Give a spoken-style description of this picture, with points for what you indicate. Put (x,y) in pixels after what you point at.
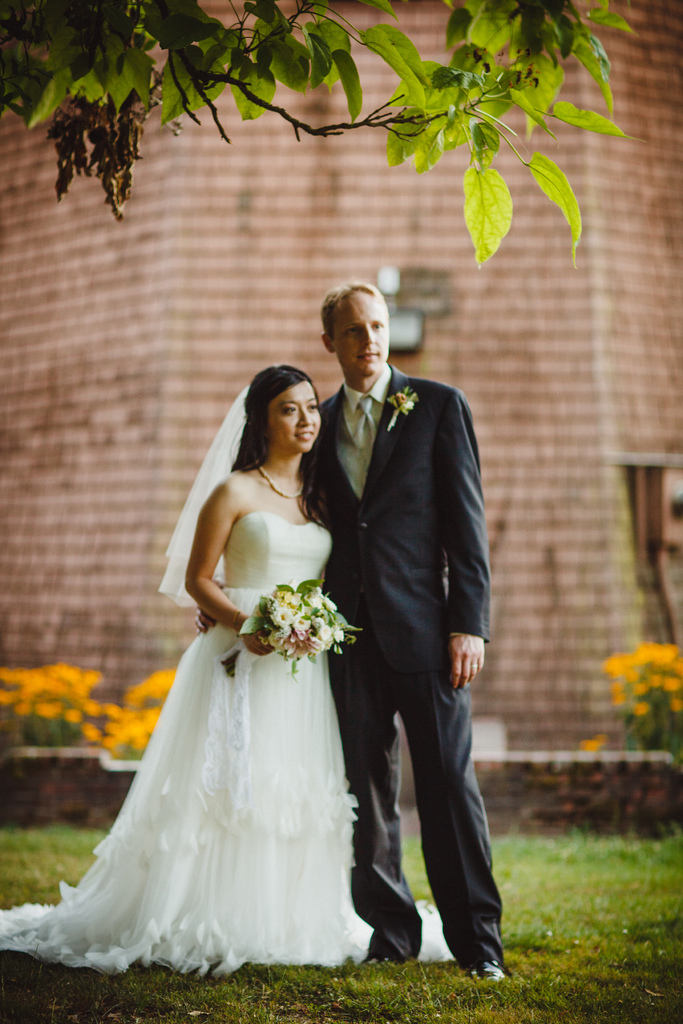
In this image, I can see a man (342,677) and a woman (307,738) standing on the grass (501,1002). I can see a woman (330,700) holding a flower bouquet (268,606) and smiling. At the top of the image (165,67), I can see a tree (137,68). In the background (134,603), there are plants (109,727) and a building (670,247).
